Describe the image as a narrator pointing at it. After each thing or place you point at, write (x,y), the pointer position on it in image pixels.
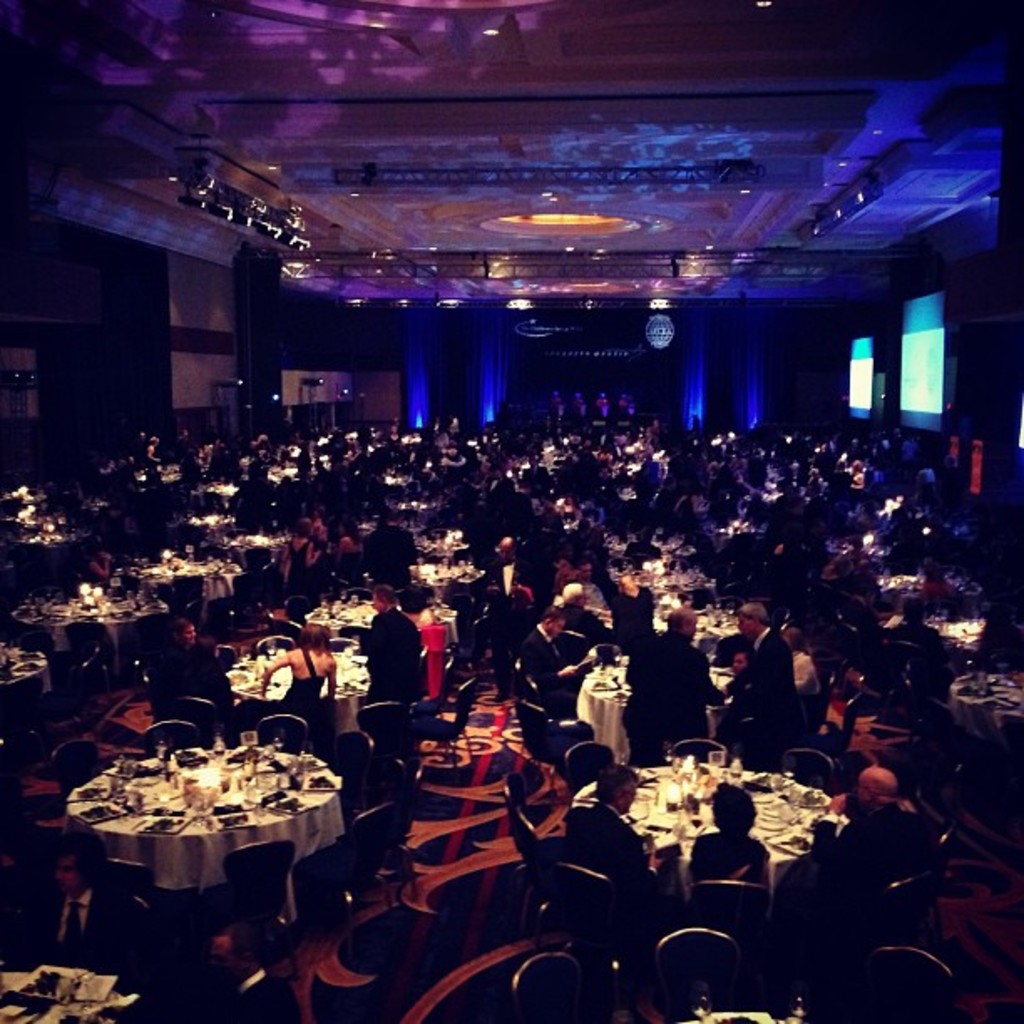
The picture might be taken in a restaurant or a function. In this picture there are tables (289,695), people (786,565), chairs (68,682), candles (671,793), food items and various objects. At the top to the ceiling (648,285) there are lights (531,223). In the background (525,388) it is dark. On the right (915,371) there are screens (925,381).
